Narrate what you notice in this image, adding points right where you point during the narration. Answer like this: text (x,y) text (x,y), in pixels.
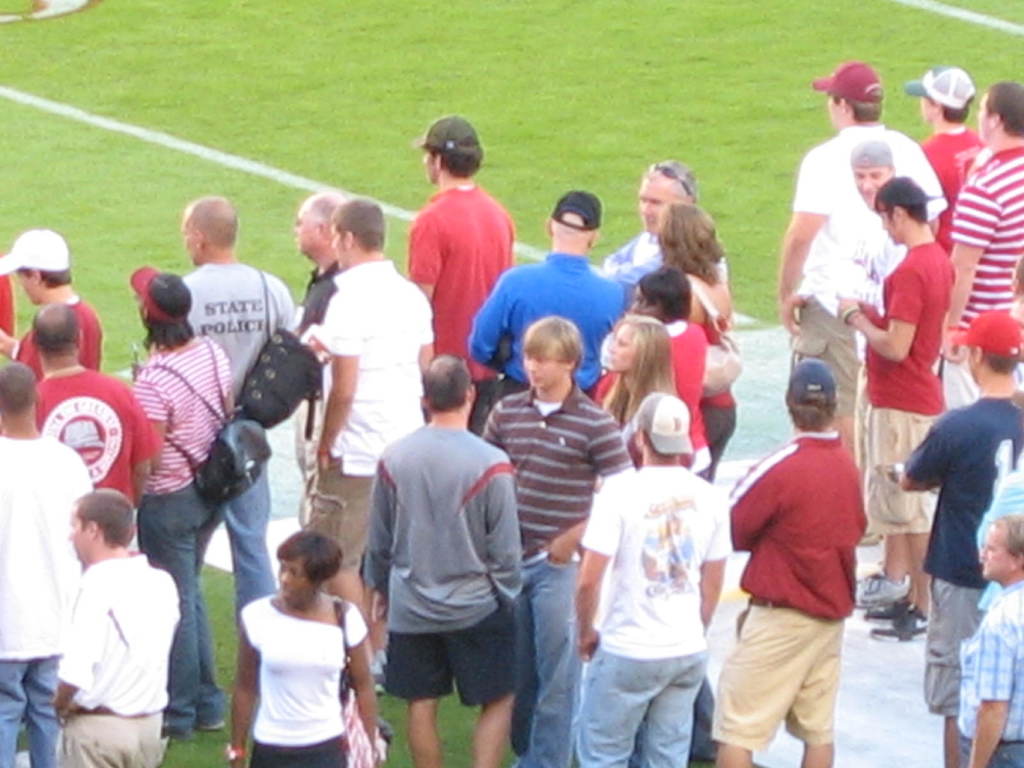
In this picture there are people (356,311) those who are standing in the image and there is grassland (493,95) in the image.
